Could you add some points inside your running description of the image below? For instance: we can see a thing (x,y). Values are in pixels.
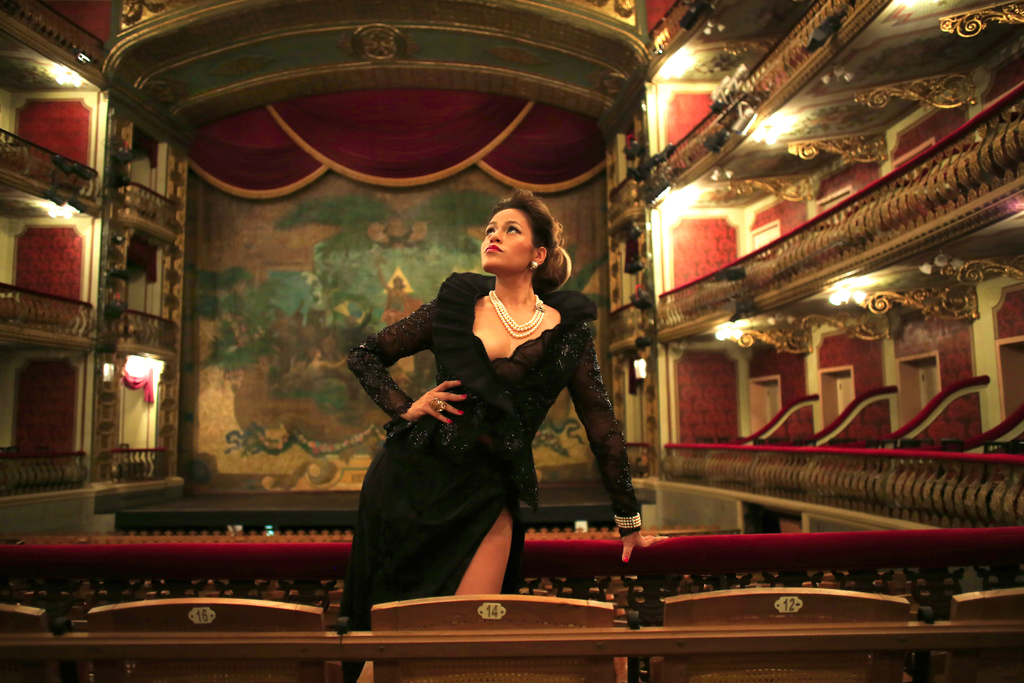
This is an inside view of a building (649,317). Here I can see woman (408,433) wearing black color dress (448,482), standing and looking at the upwards. At the bottom (405,651) there are few empty chairs (536,657). On the right (814,249) and left side of the image (0,306) I can see floors (865,266) and railings (47,309) and also there are few windows (1006,389) to the wall (878,351). In the background (232,352), I can see a painting (308,329). At the top (447,168) there are curtains (307,132).
